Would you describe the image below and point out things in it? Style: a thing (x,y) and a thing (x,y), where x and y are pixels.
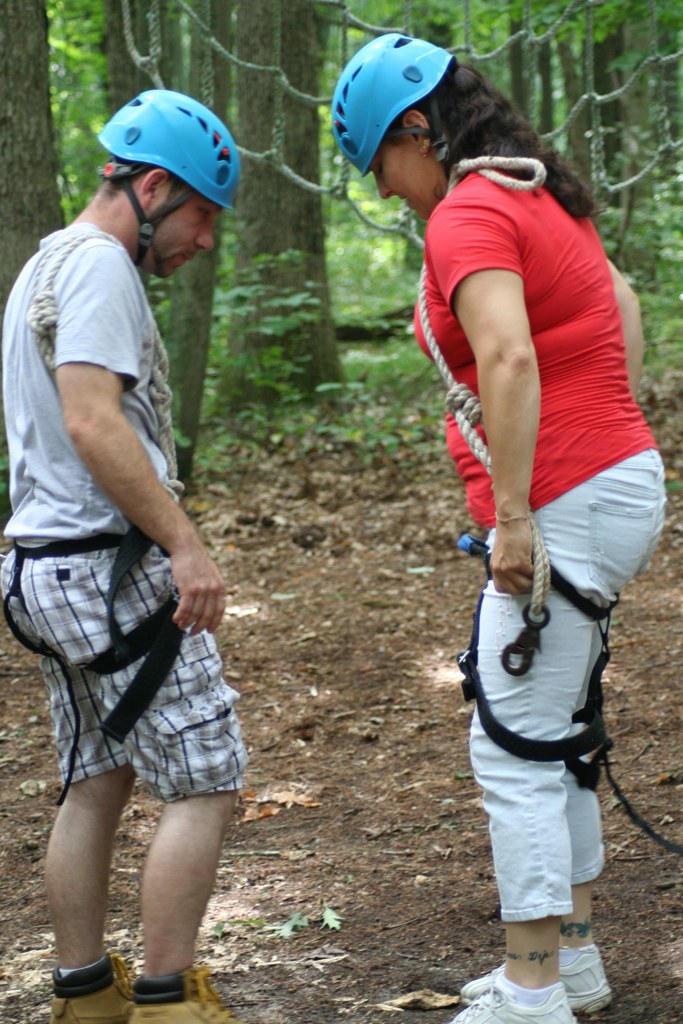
In the picture we can see a man (87,302) and a woman (595,821) standing on the mud path (359,667) they are with T-shirt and helmets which are blue in color, in the background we can see a net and some plants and trees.
